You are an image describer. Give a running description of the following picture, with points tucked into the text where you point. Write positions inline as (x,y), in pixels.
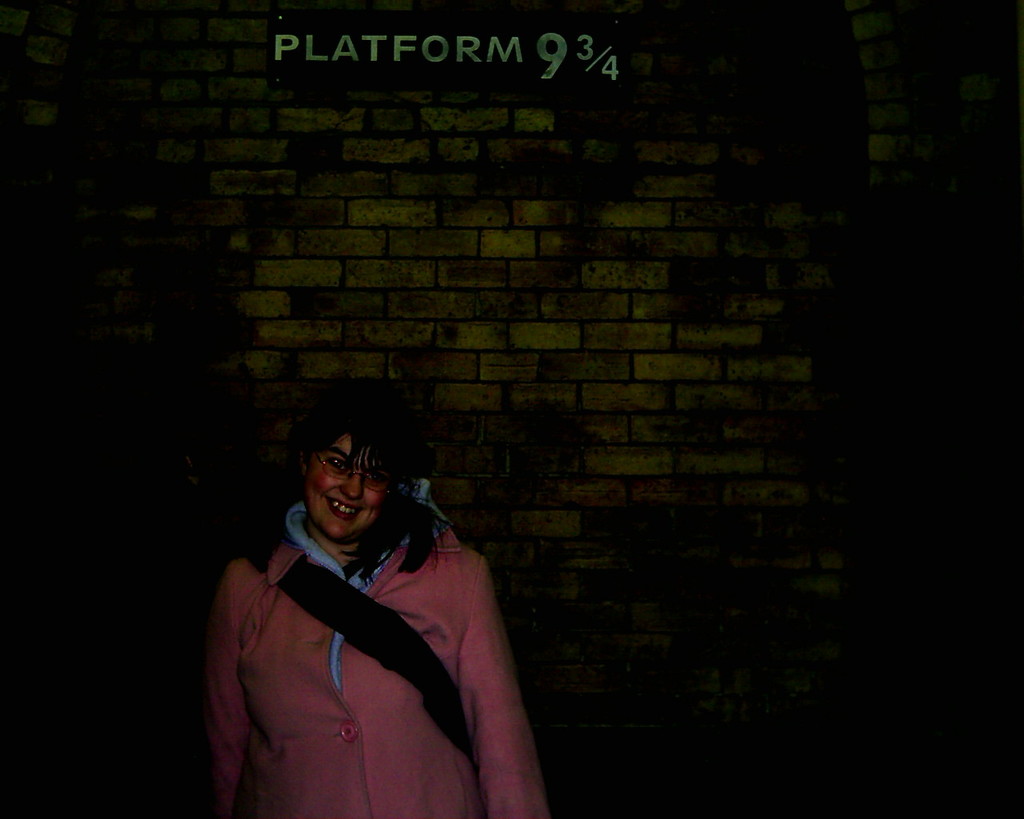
In this picture we can see a woman (226,624) wore a spectacle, jacket (421,811) and standing and smiling and in the background (174,447) we can see a name board (438,14) on the wall (530,212).
